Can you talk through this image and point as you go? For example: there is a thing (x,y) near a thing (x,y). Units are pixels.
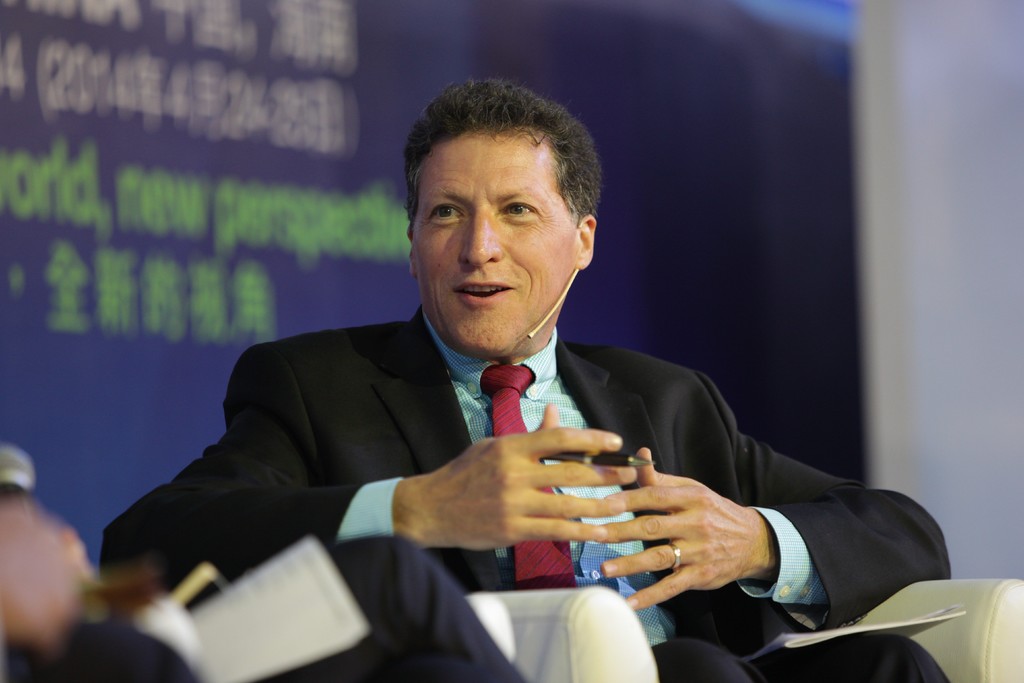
In this image the person (408,425) is sitting on the chair (948,593) and talking something and wearing blue shirt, red tie (502,422) and black coat (454,437).
